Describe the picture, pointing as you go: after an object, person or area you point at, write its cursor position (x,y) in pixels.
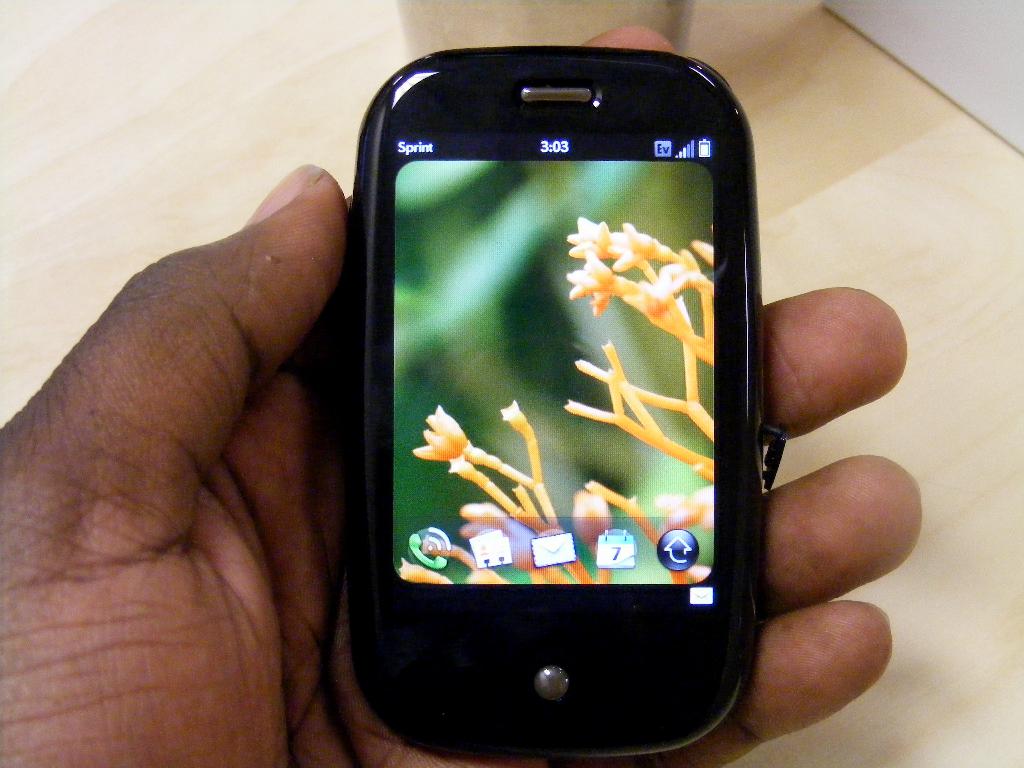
In the foreground of this image (245,594), there is a hand (258,518) of a person (262,655) holding a mobile phone (602,403). Behind it, there is a wooden object (207,118).
